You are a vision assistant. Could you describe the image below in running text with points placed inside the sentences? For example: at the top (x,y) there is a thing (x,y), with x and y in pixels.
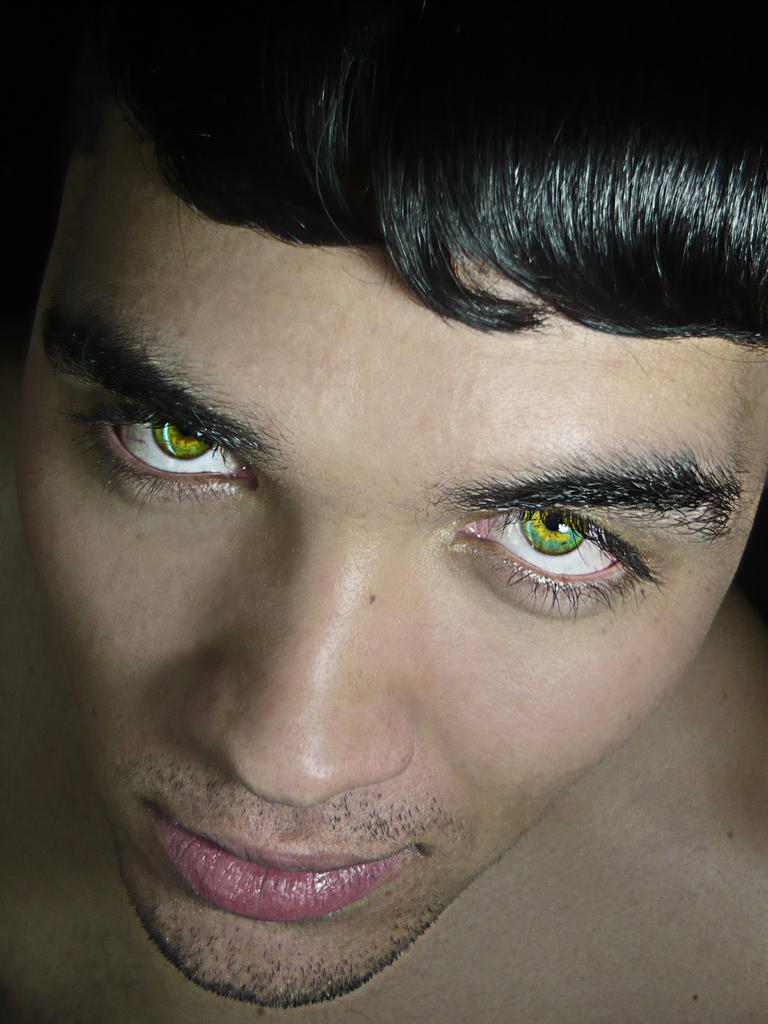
In this image we can see a man (218,606).
